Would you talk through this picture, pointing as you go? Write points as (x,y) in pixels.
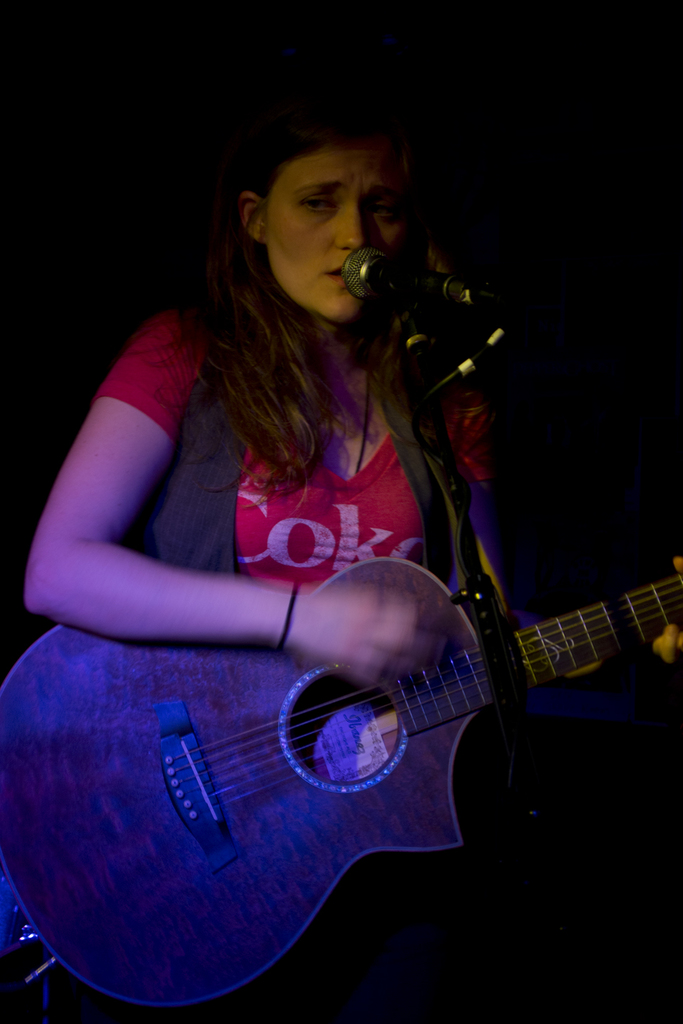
This picture describes about a woman (201,470) playing guitar (267,714) in front of microphone (366,262).
